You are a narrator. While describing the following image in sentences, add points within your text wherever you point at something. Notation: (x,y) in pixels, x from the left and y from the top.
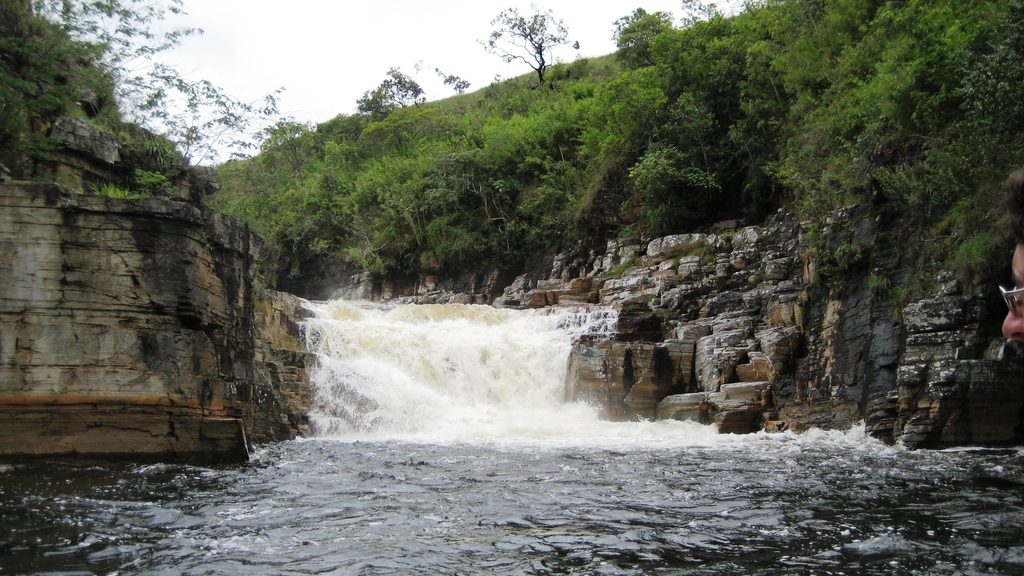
In this image we can see water flow (425,385), trees (542,162), plants (599,160), hill (417,179) and sky (353,32).
